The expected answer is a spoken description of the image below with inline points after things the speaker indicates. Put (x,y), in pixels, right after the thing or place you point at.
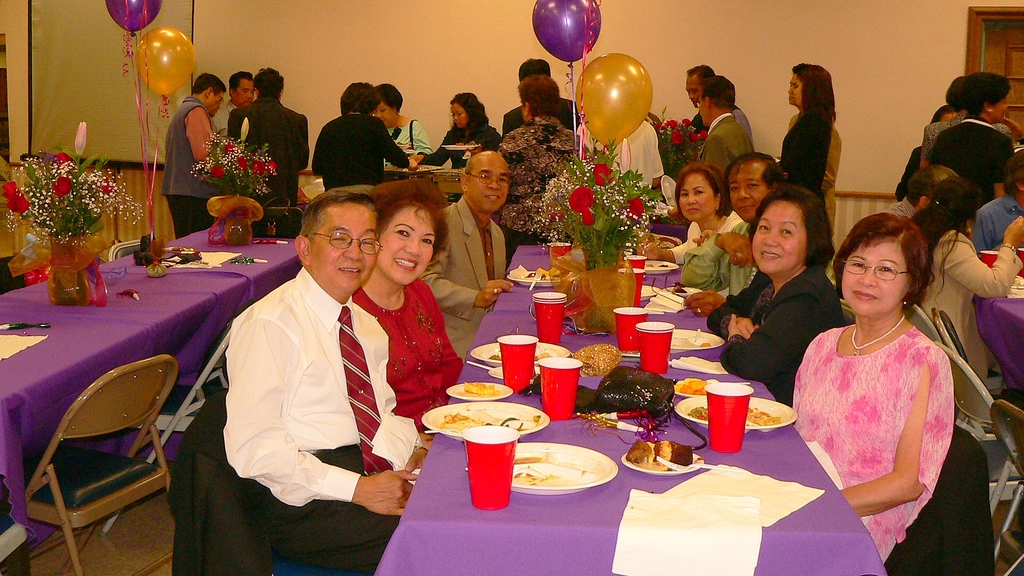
In front of the picture, we see the people (692,303) are sitting on the chairs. In front of them, we see a table (575,508) which is covered with a violet color cloth (484,516). We see the red color glasses (561,358), plates (554,444) containing food items (460,424), spoons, tissue paper (677,360), flower vase (582,214), balloons (603,90) in purple and yellow color are placed on the table (537,411). On the left side (186,281), we see the chairs (171,374) and a table (100,325) on which the flower vases (93,230), tissue papers (210,254) and some other objects (4,327) are placed. On the right side (951,246), we see the people (973,196) are sitting on the chairs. Behind them, we see the people (1000,139) are standing. In the background (212,109), we see the people (374,117) are standing. Behind them, we see a white wall (428,62). On the left top (117,74), we see the projector screen (125,121). In the right top (1012,55), we see a brown door (1007,72).
